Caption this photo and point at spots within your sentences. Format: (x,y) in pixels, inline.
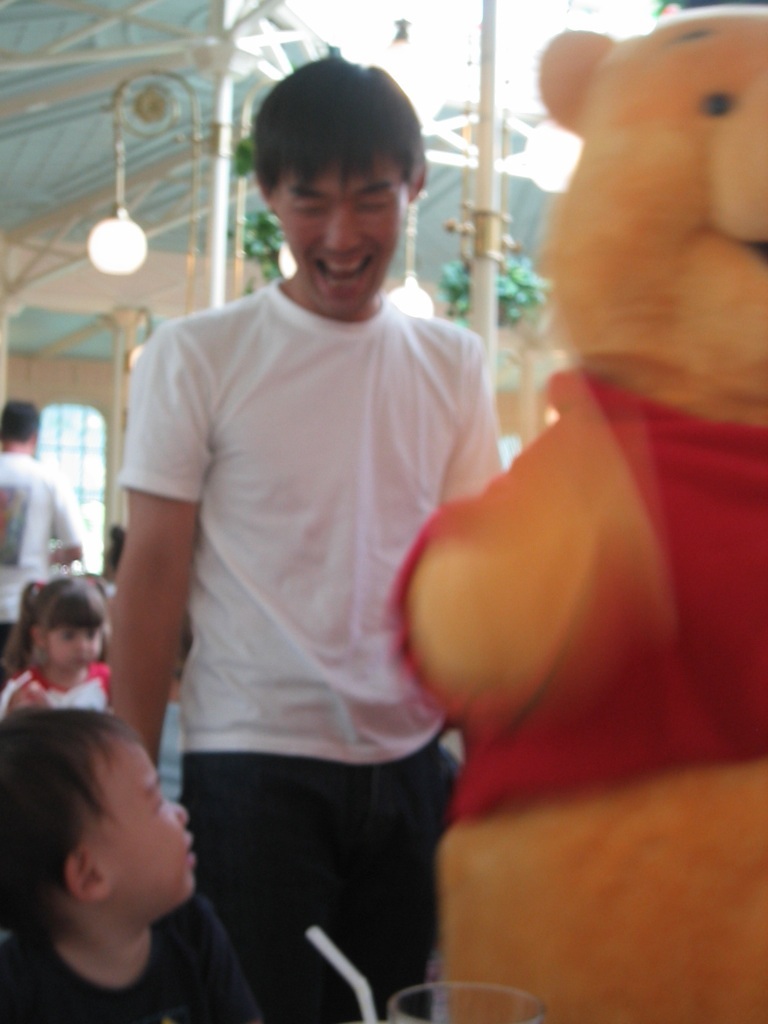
This image consists of a teddy bear (680,544) in orange color. Beside that, we can see a man (151,754) and a boy (141,905). The man (221,725) is wearing a white T-shirt (272,643). In the background (82,638), there are two people (36,450). At the top (92,46), there is a roof (24,41). And we can see a light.
